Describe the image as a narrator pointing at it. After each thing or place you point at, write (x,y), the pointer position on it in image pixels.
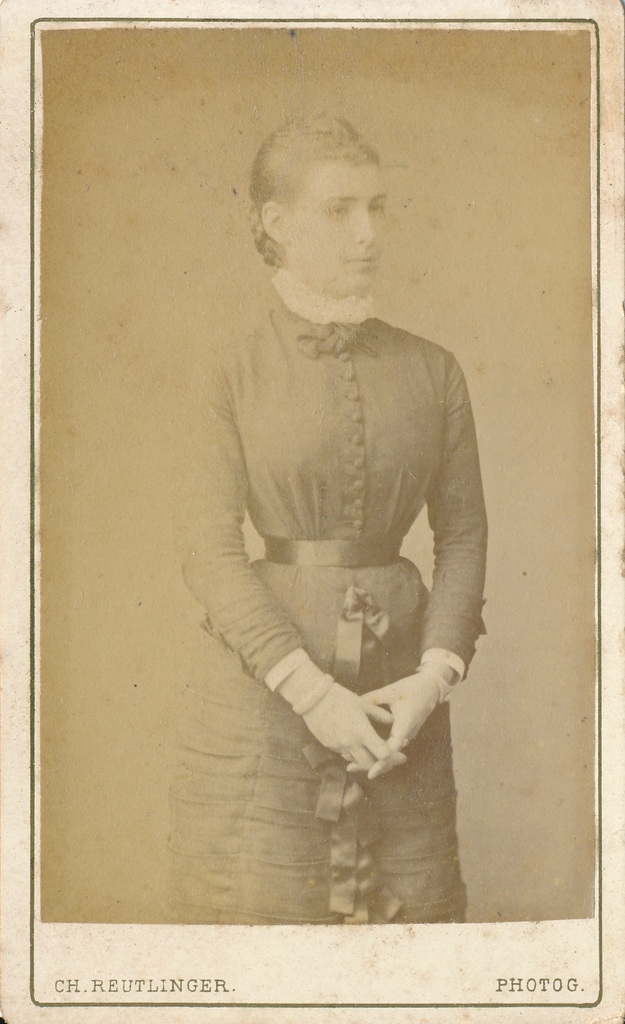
This is a picture of a photo (266,448), where there is a person (238,905) standing, and there are some words (56,979) on the photo (236,889).
